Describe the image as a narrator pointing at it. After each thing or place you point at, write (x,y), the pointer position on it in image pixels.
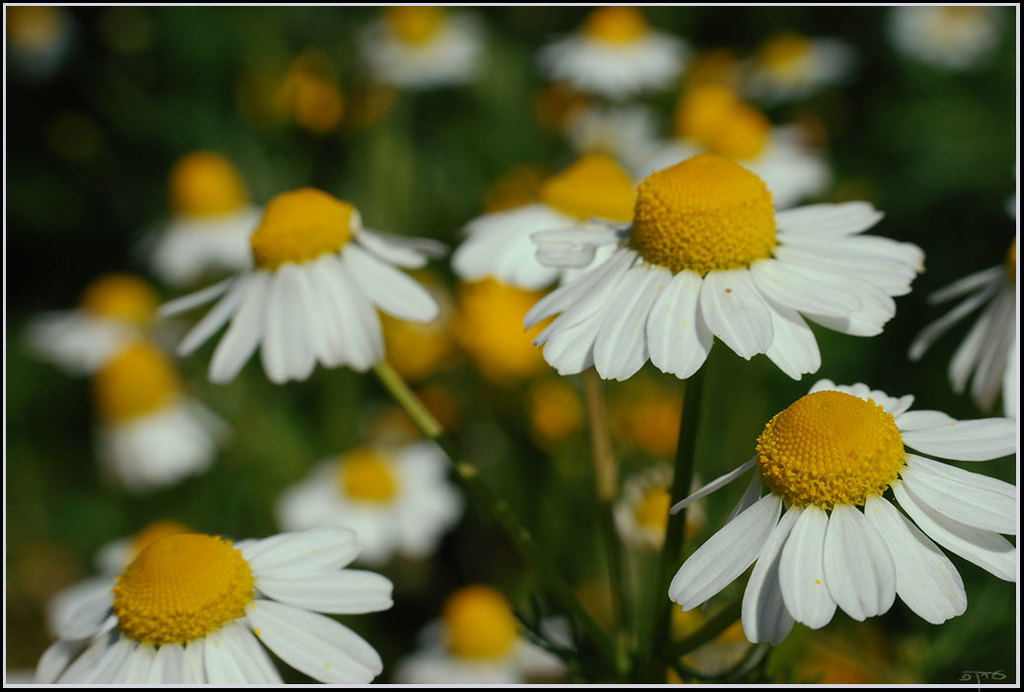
There are white color flowers (211,594) of the plants (681,405). And the background (887,48) is blurred.
